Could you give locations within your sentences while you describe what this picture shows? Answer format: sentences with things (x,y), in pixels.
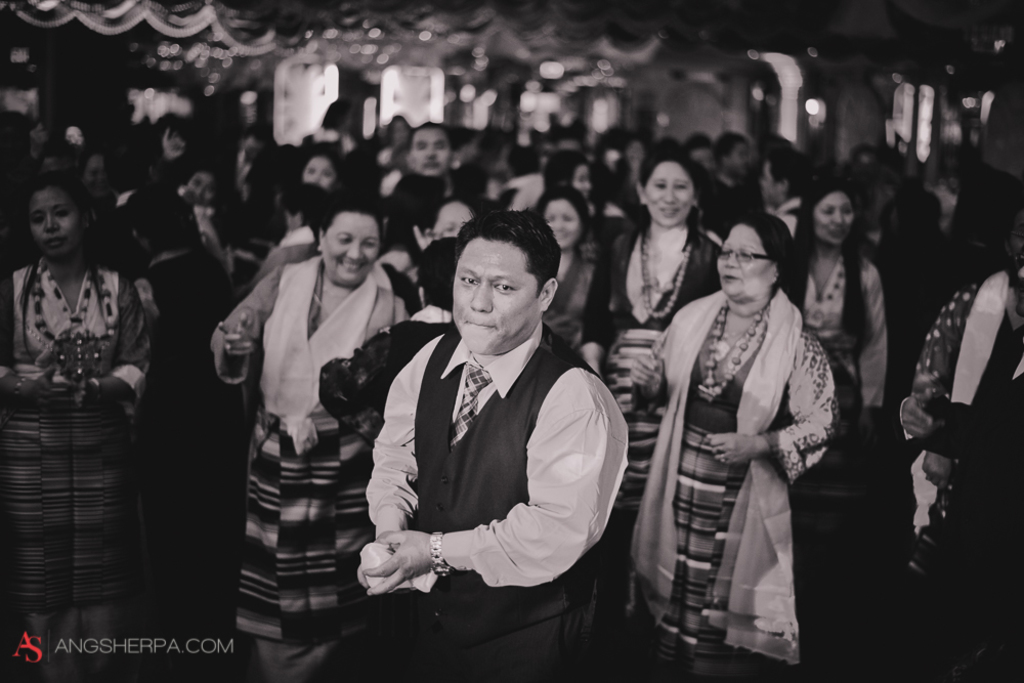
In the image we can see black and white picture of people (511,204) standing, wearing clothes (695,320) and some of them are smiling and holding objects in hands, and it looks like they are dancing. On the bottom left (132,646), we can see the watermark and the background (582,127) is blurred.
